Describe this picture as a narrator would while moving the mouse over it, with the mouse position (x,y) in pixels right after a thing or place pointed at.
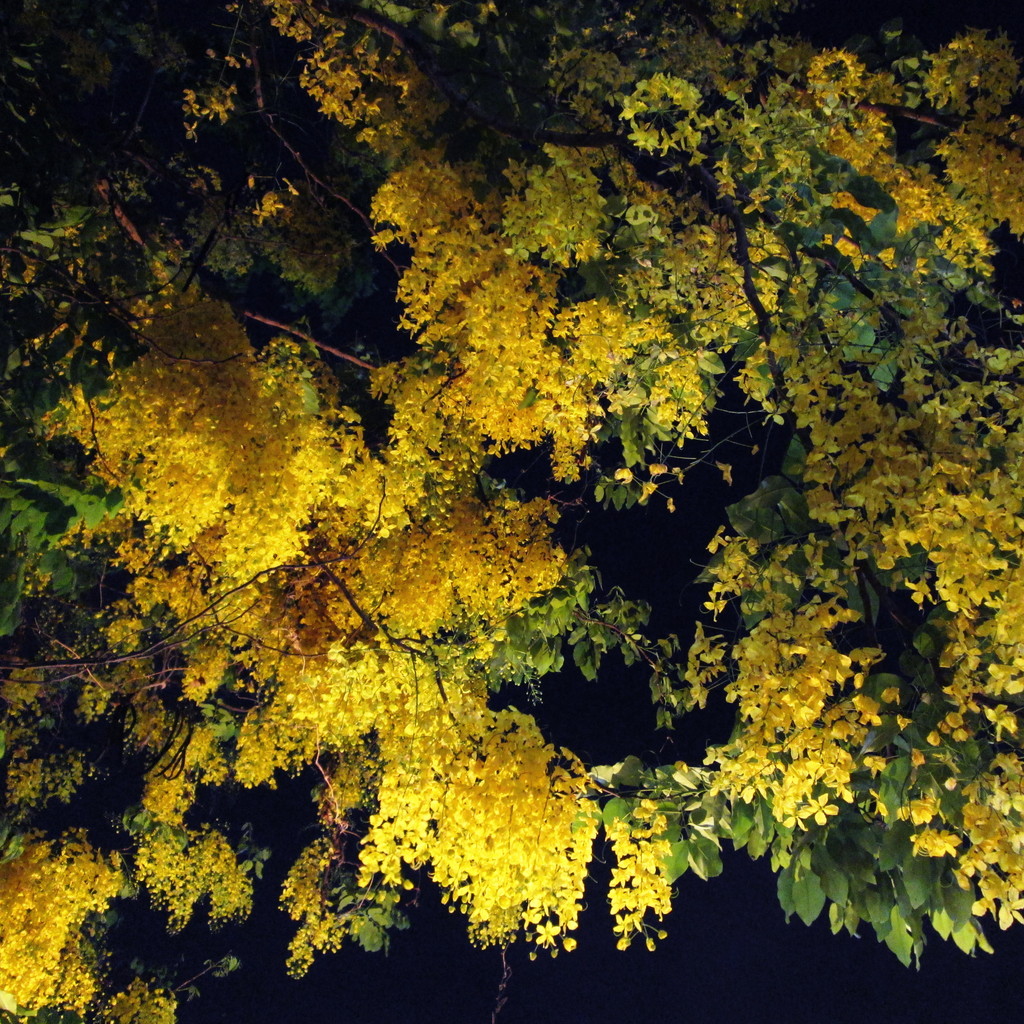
As we can see in the image there are trees (497,180), flowers (549,583) and the image is little dark.
